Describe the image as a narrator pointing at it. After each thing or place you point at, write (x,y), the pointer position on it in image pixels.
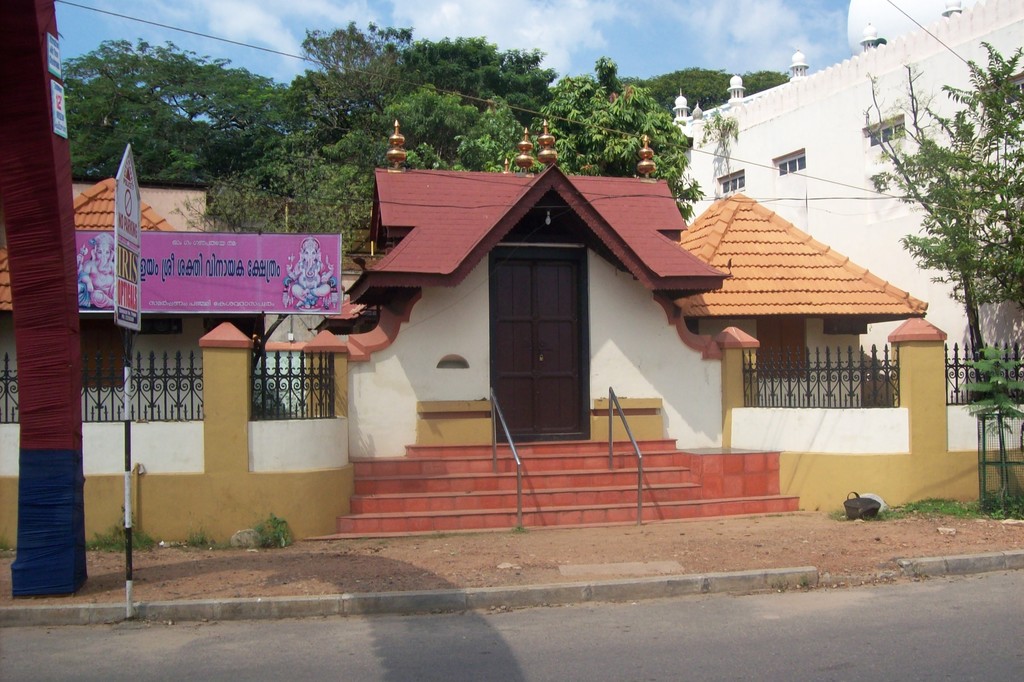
At the bottom (584,643) we can see road (613,676). In the background (426,389) we can see a house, building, fence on the wall (787,428), doors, steps (424,469), poles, sign board pole (119,239), trees (121,137), windows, wires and clouds (458,0) in the sky (155,0) and on the left (20,222) there are two small boards (52,60) on an object (6,85) and on the ground (89,568) at the wall (237,369) we can see an object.
